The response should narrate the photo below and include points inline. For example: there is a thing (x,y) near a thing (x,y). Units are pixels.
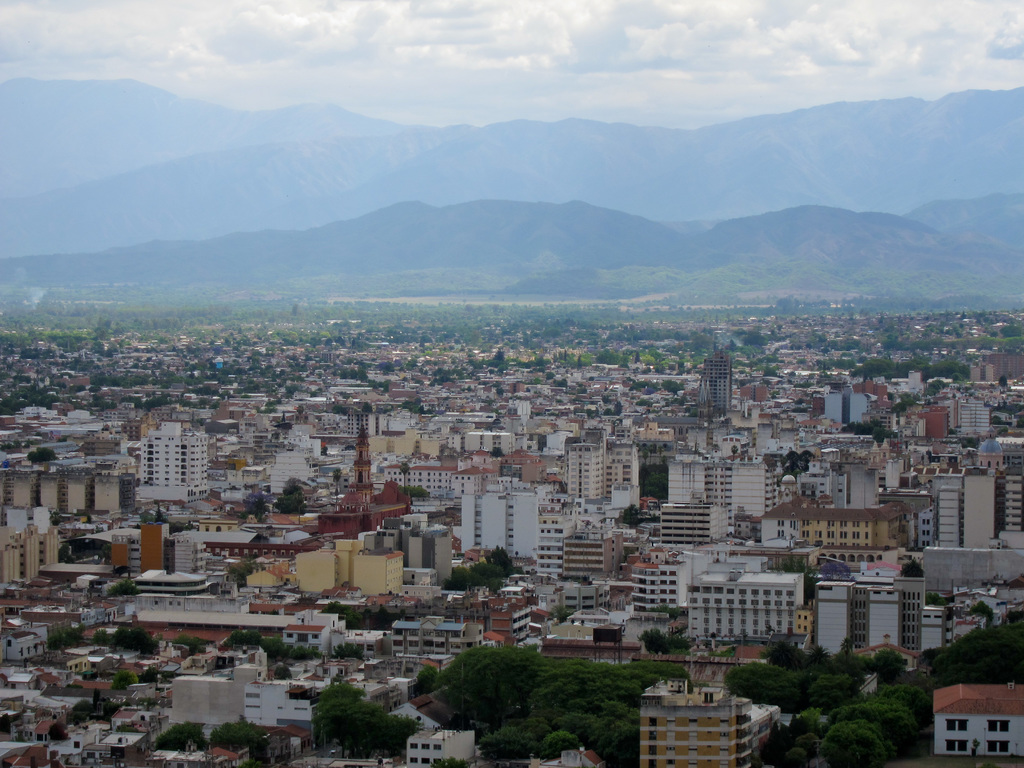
In this picture I can observe building (423,456) in the middle of the picture (607,425). In the background (411,227) there are hills (403,172) and some clouds (401,51) in the sky (434,51).
